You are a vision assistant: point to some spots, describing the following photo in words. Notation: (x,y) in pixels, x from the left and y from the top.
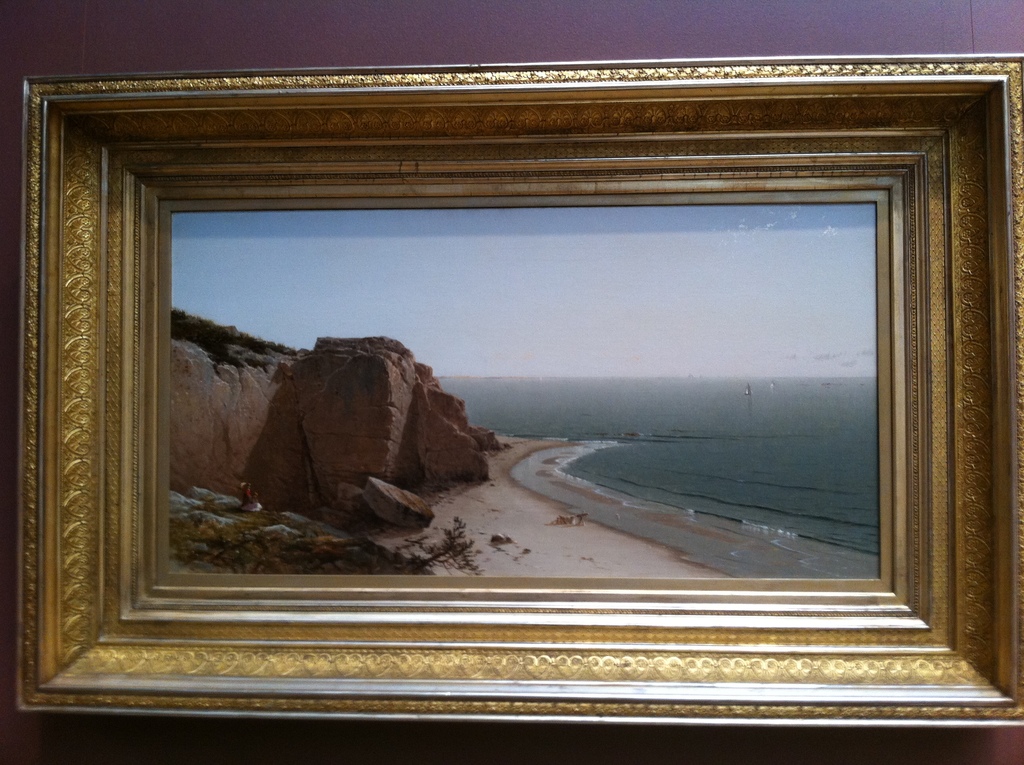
Picture (566,418) on the purple wall (274,27). This is frame (189,588). In this picture we can see rocks (392,498), water (580,482) and sky (501,306).
